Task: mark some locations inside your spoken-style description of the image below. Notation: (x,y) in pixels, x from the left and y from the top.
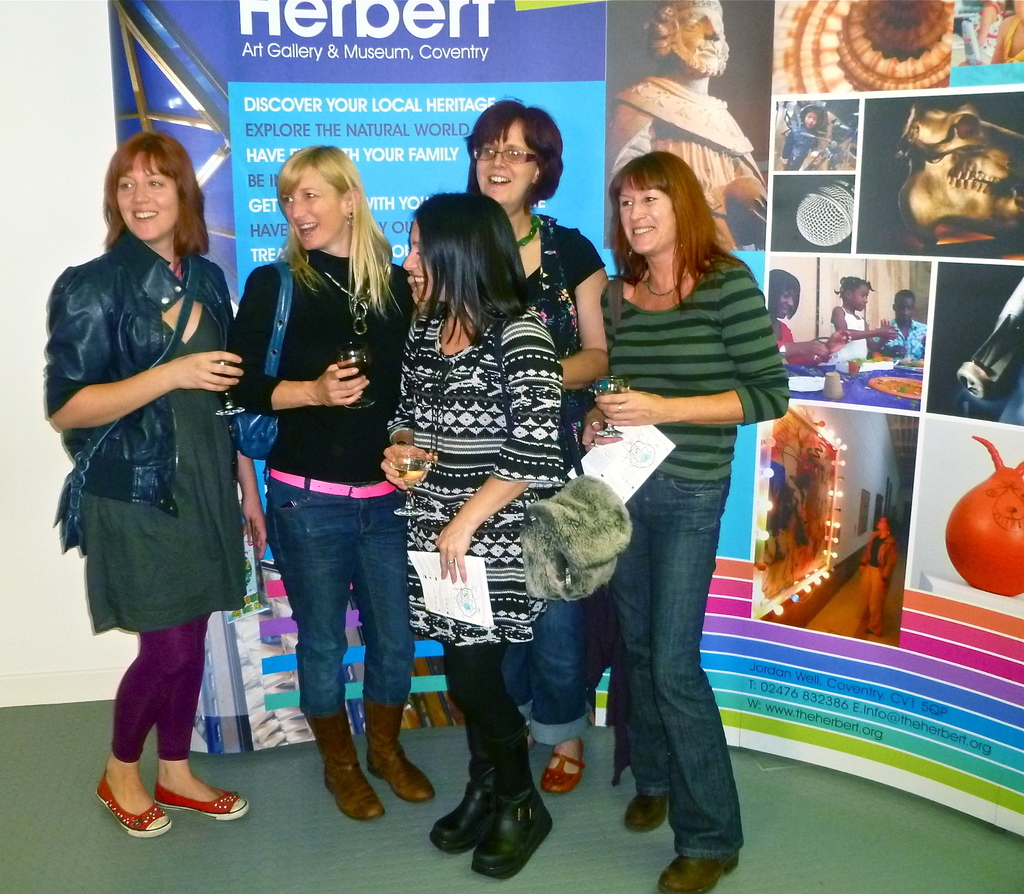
In this picture we can observe five women (504,297). All of them are smiling. They are standing on the floor (459,746). Behind them we can observe a poster (765,147). In the background (50,63) there is a wall (82,645).
